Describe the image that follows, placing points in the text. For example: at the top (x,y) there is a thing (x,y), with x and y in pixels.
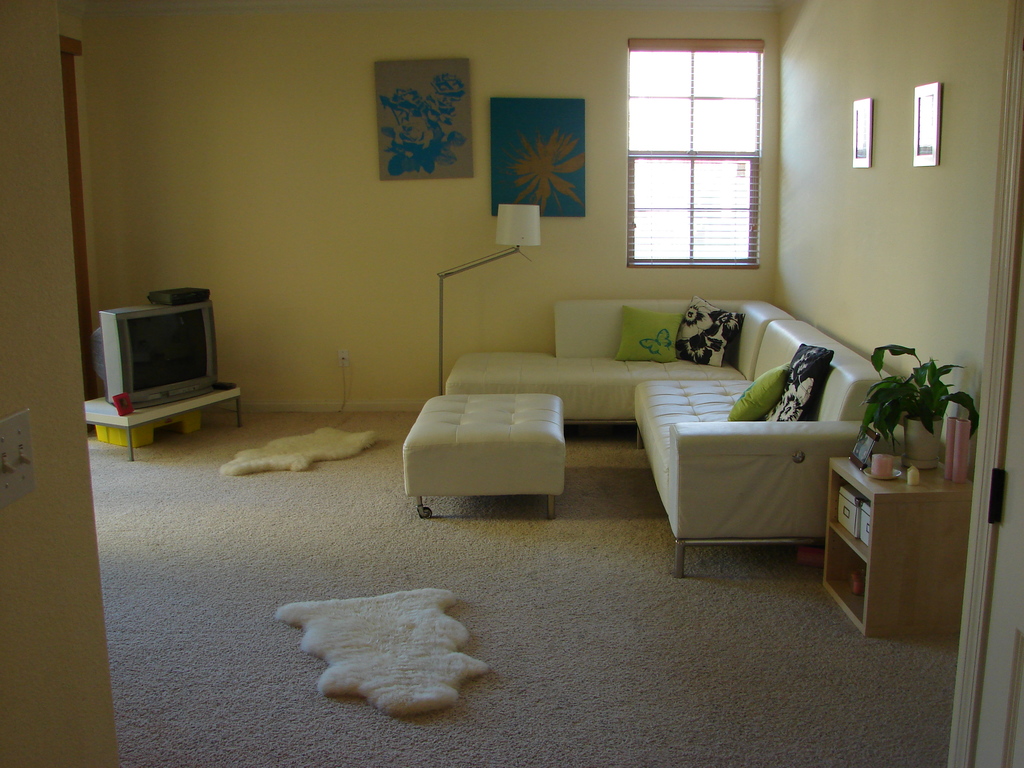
In room (770,313) to the right side (770,313) there is a sofa (558,368) with black and green pillows (697,336) on it. And on the top of the sofa (685,404) there is a window (651,174). To the right side wall (886,146) there are two frames (866,118). And beside the sofa (828,444) there is a table (884,506) with pot (923,441) and a cup (880,458) on it. On the floor (562,671) there are two floor mats (357,630). And to the left corner (162,392) there is a television (170,392) on the table (149,416). There is a lamp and two frames (463,141) in the middle of the wall (467,256).
